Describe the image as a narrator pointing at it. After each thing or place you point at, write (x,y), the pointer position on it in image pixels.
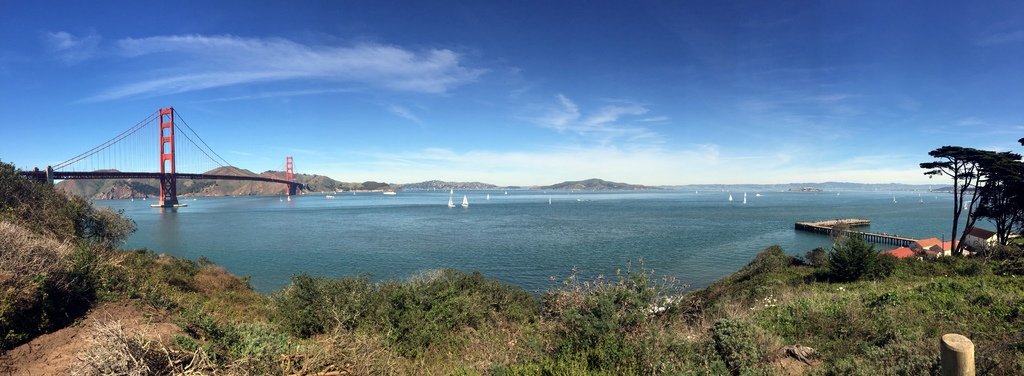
On the left side of the image (280,192) we can see bridge (123,177), hills (145,184) and water (161,211). In the center of the image (484,217) we can see boats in water (482,229). At the bottom of the image (127,261) we can see trees (860,259) and plants (699,288). On the right side of the image (931,208) there are trees (955,175), boats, water (826,206) and walk way bridge (812,222). In the background (877,133) we can see hills (230,186), sky (598,143) and clouds (557,131).
